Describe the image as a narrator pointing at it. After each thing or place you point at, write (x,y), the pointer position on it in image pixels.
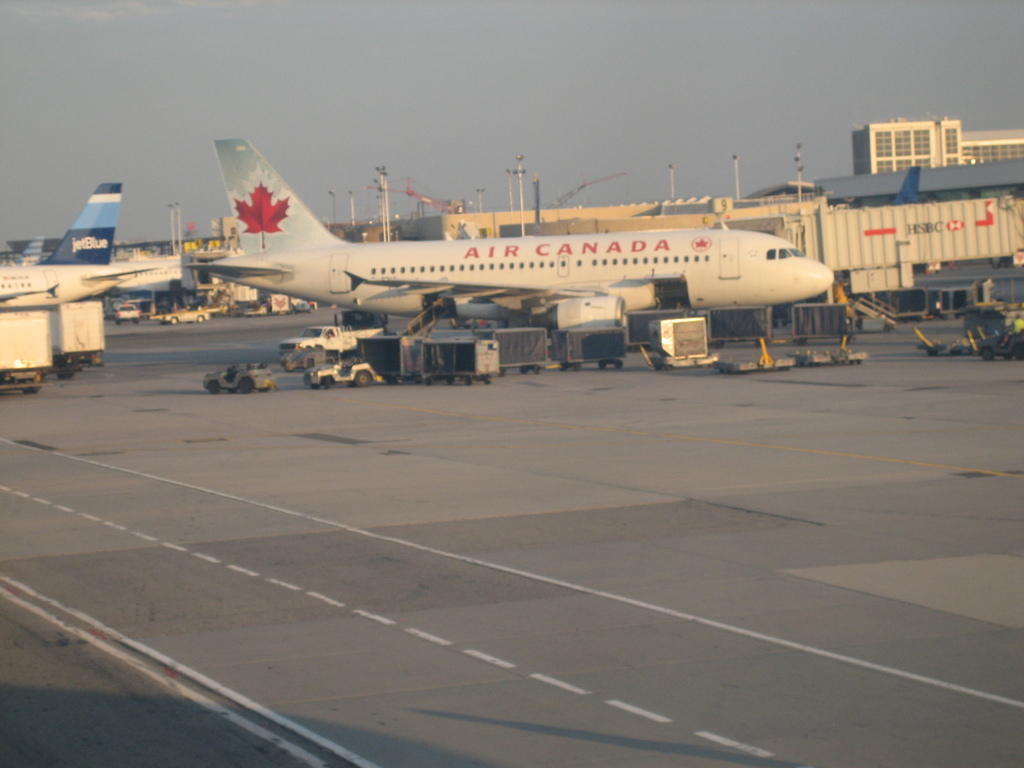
In this image, I can see aircrafts (635,308) on the road (635,396) and fleets of vehicles (655,331). In the background (598,213), I can see buildings (500,224), light poles (383,216) and the sky (528,186). This image might be taken in a day.
